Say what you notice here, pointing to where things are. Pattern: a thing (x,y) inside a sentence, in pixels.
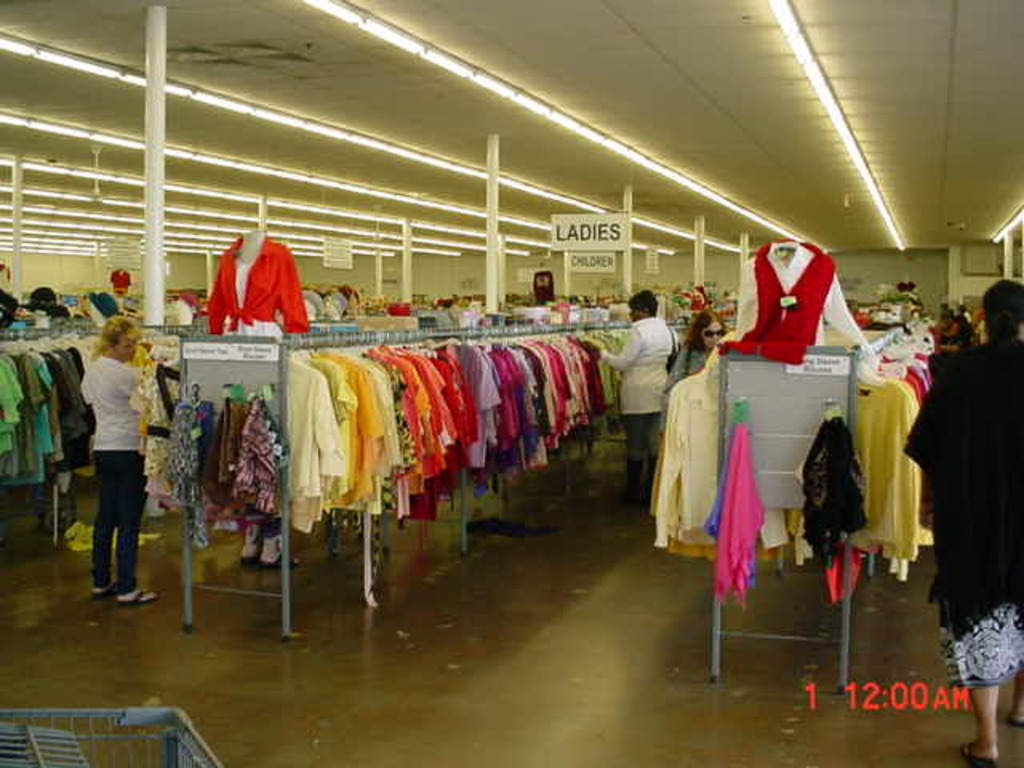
In this image we see a shopping center (70,557), where many clothes (313,443) are hung to the stands (770,462) and there some people (121,339) around it, at the center of the image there is a board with a text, there are poles (628,267) in between the room (713,265) and there are lights (652,227) to the roof (510,143), at the bottom right corner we can see the time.
